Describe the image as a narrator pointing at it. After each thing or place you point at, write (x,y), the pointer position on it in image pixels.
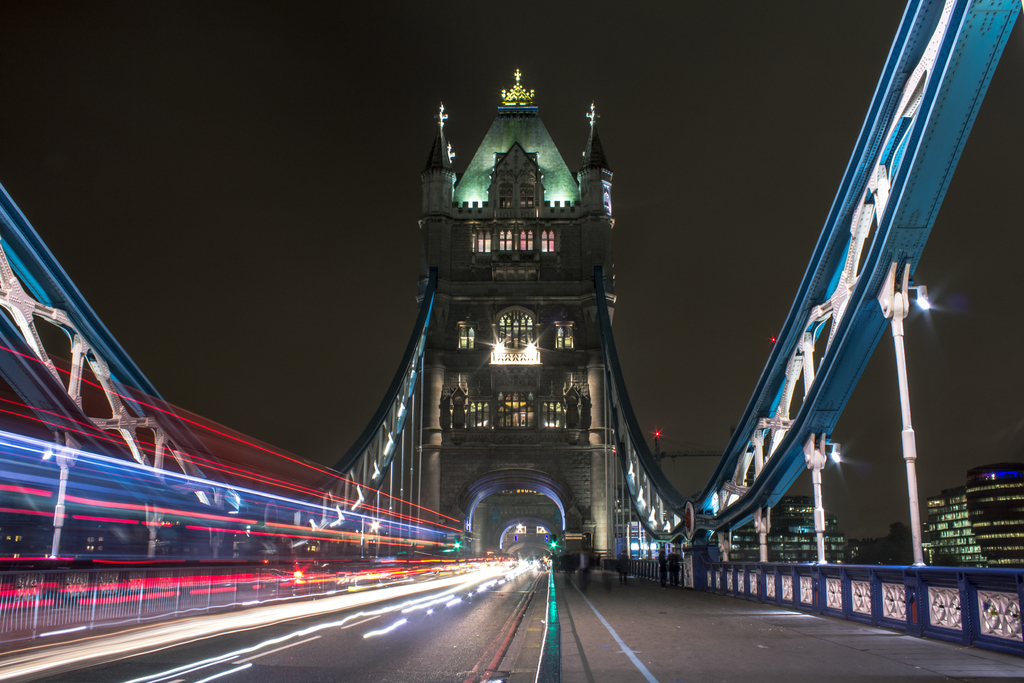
This image is taken outdoors. At the top of the image (212,167) there is a sky (338,252). At the bottom of the image (498,652) there is a road (323,674) and there is a bridge (216,585) with railings (985,575) and there are a few lights (455,572). In the middle of the image (466,404) there is a tower (463,257) with walls (586,500), pillars (596,522) and arches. There are a few lights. On the right side of the image (990,527) there are a few buildings (955,532).
